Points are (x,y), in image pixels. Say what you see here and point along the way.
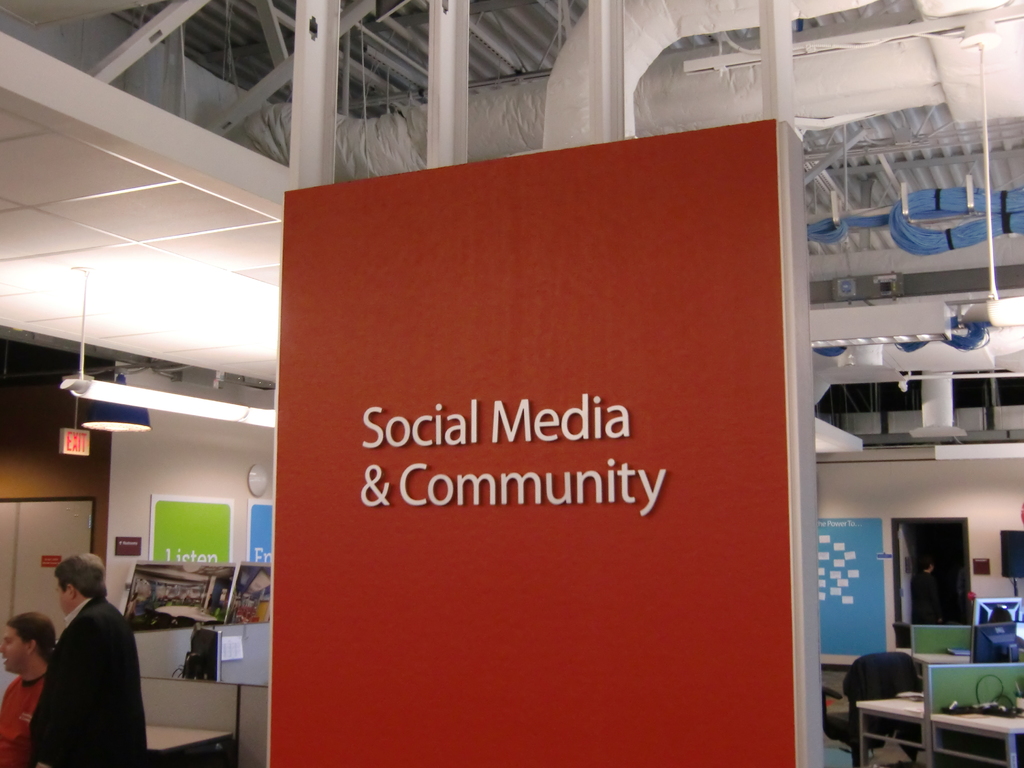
In the center of the image (565,389) there is wall (554,467) with some text (492,457) on it. To the left side of the image (81,711) there are two people (117,642). To the right side of the image (898,720) there are monitors (978,660), desk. At the top of the image (168,31) there is ceiling (208,118) with rods (440,52). There are light bulbs (131,404).
